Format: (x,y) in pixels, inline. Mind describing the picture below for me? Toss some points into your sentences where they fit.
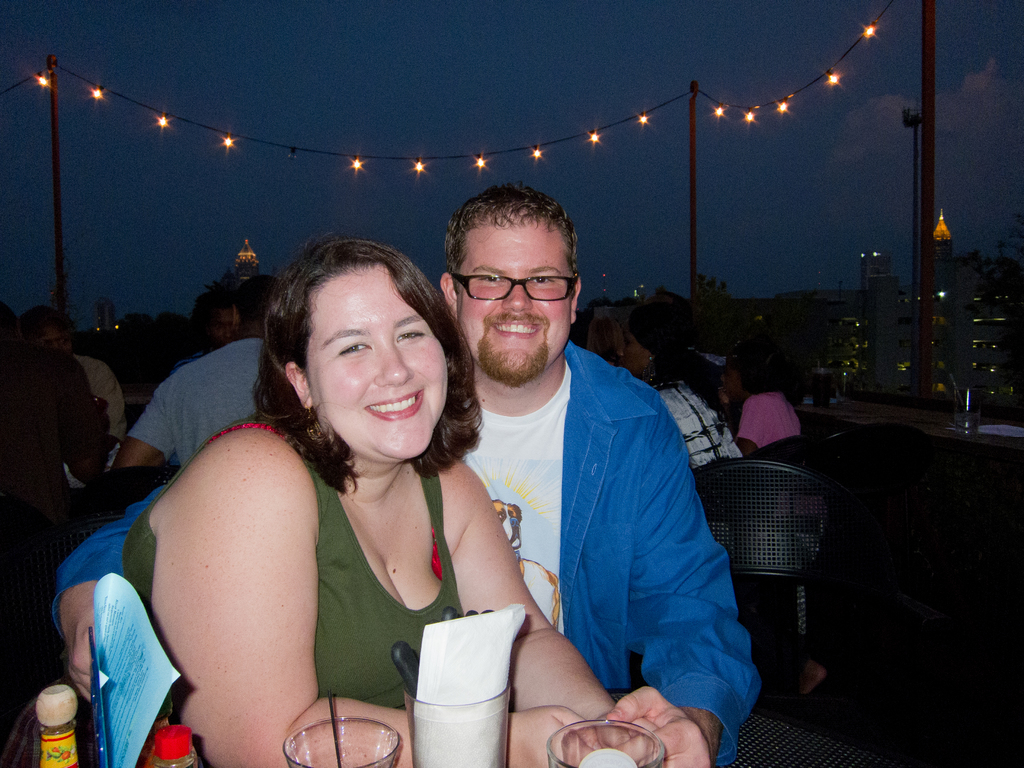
In this image, we can see a group of people (648,485) are sitting on the chairs (21,611). Here we can see a woman (420,555) and man (532,531) are watching and smiling. At the bottom (159,755), we can see few objects (325,754). Background (993,38) we can see buildings (972,295), poles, decorative lights (590,132) and sky (470,133).
